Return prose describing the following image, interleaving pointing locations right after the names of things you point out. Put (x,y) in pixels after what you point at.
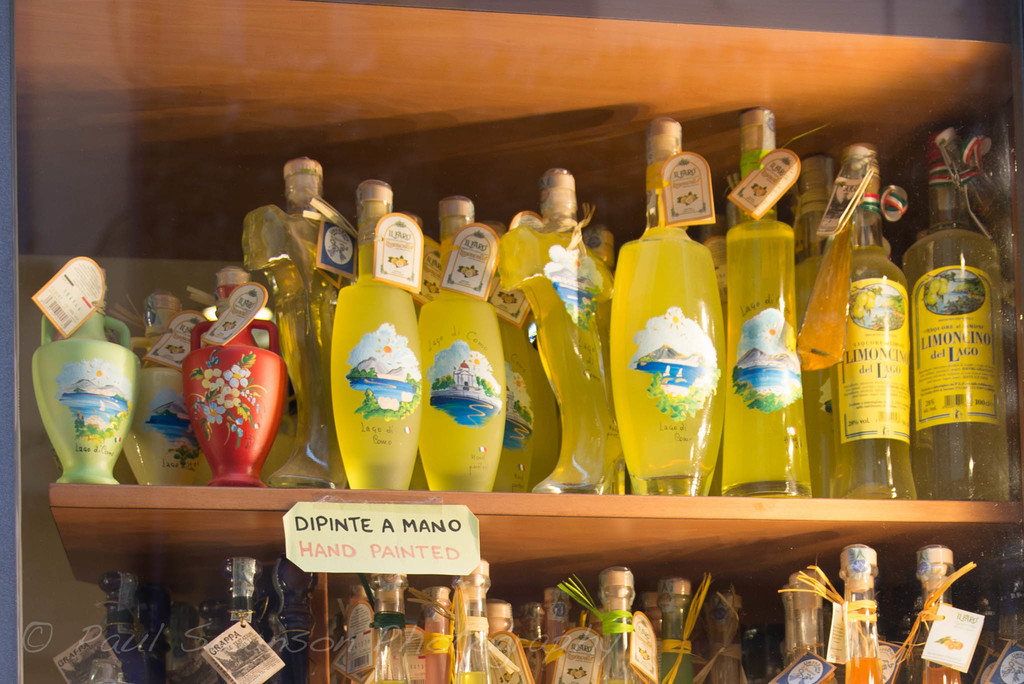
In the picture there are lot of bottles (407,371) placed in the shelf (630,539) and also some arts (222,425), painting arts (155,420) these are of different colors like yellow, red, green and white all of them are sealed with a ribbon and a card (460,274).
